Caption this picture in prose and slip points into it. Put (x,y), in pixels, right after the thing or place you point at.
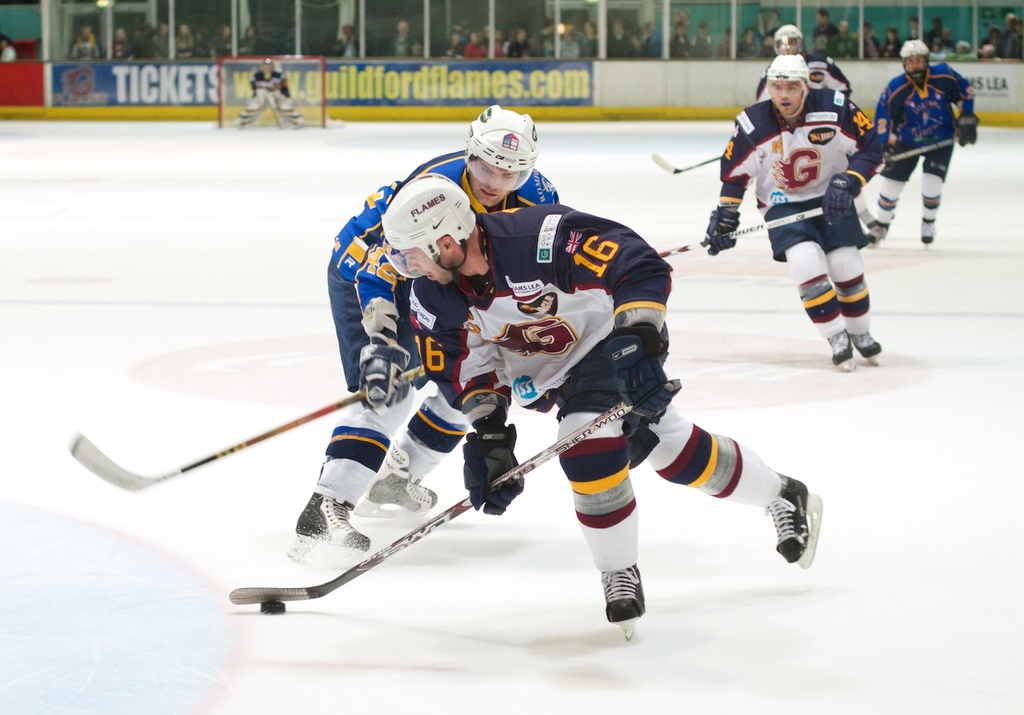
In this image there are hockey players (756,152) playing ice hockey holding bats (686,248) in their hands (886,147), in the background (270,66) there is a goalkeeper (288,122) and few people (1001,35) are standing and there is a board (86,74), on that board (417,76) there is some text (577,95).
